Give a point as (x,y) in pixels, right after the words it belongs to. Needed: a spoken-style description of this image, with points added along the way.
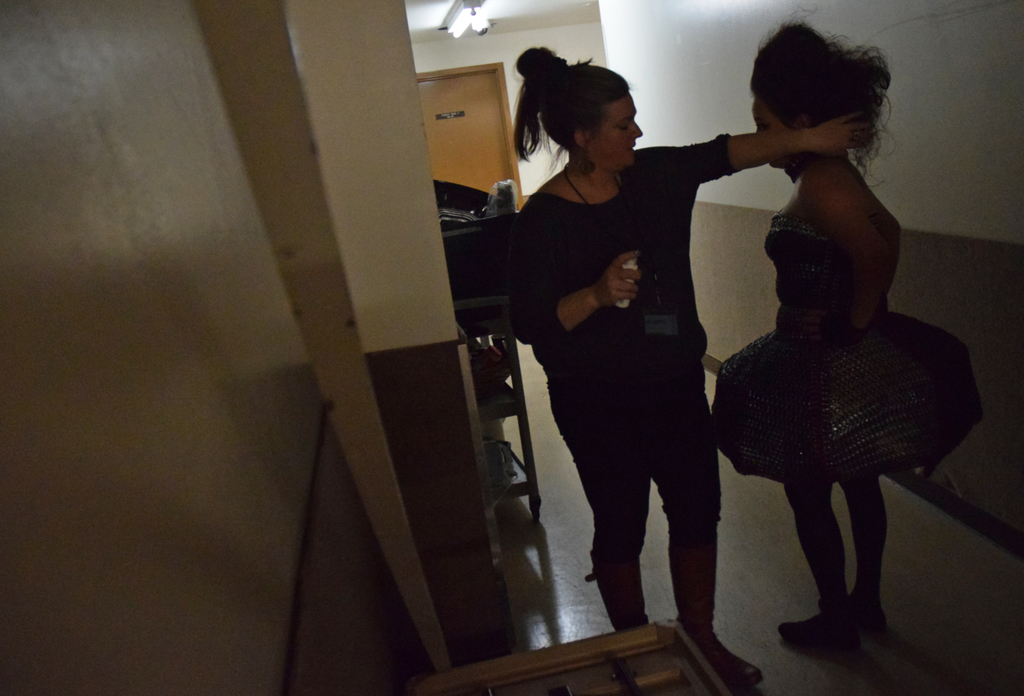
In this picture we can see two women (814,275) standing on the path (566,577). There is a door (421,79) and a light (480,27) on top (472,17). We can see a wall (468,48).
